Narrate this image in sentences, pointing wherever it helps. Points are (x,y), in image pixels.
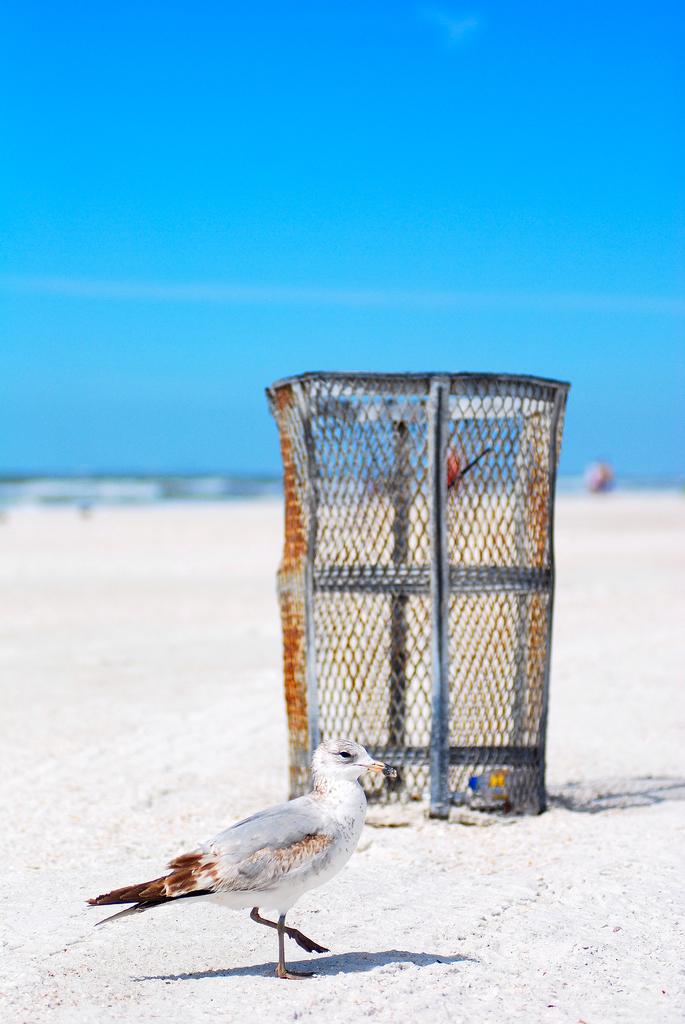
In this image we can see a bird (262,854). Near to the bird (286,858) there is a cage (408,625). In the background (288,244) there is sky (289,226).
